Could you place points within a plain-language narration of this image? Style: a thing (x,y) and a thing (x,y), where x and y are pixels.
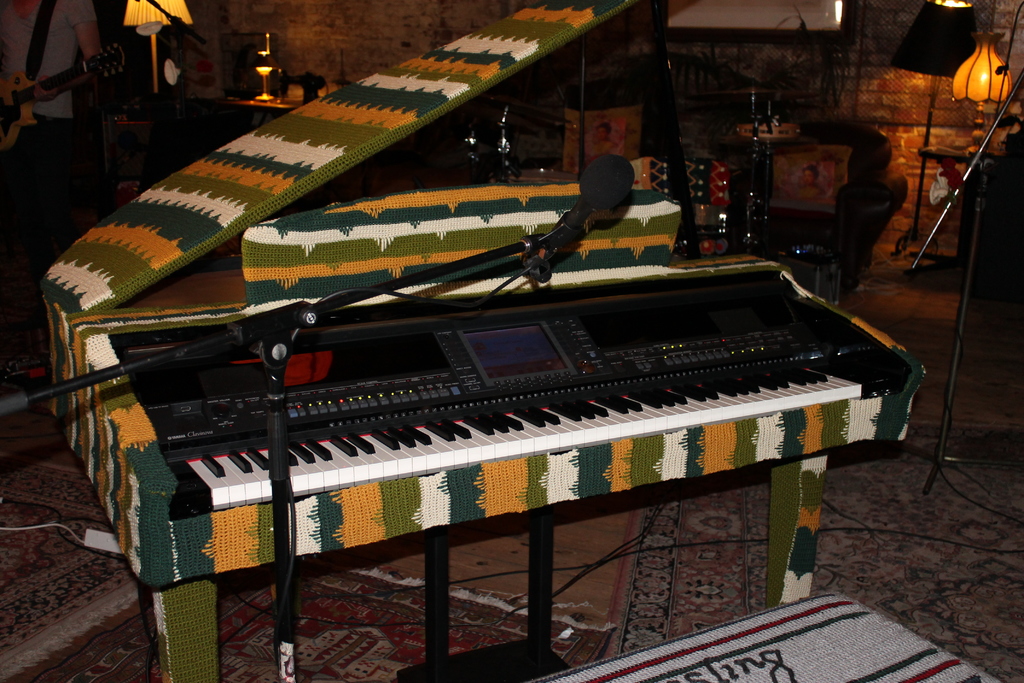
In this image there is a piano (372,403) having a mike stand (278,383) before it. At the left side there is a lamp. At the right side (915,24) there are two lamps (908,37) side to it there is a musical instrument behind to it there is a chair (770,207). At the left side (66,12) there is a person (74,22) standing and holding a guitar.
